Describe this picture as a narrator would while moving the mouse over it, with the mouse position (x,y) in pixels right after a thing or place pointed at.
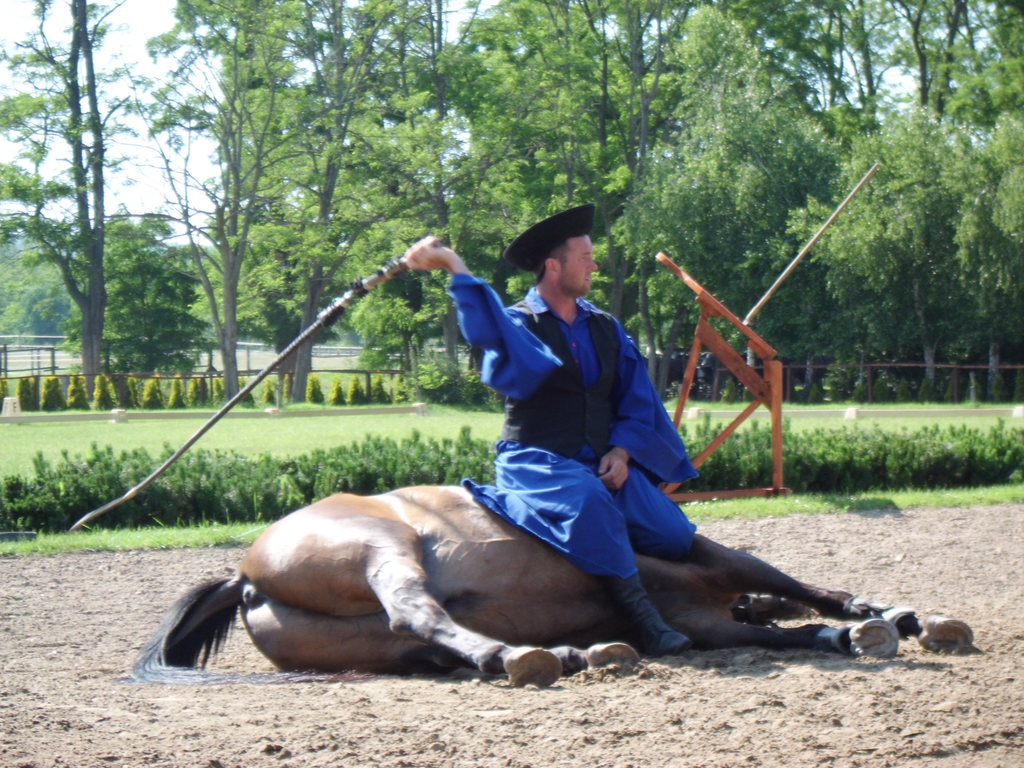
In this image the man (566,500) is sitting on the horse (367,511). At the back side (364,217) there are trees (639,211).
